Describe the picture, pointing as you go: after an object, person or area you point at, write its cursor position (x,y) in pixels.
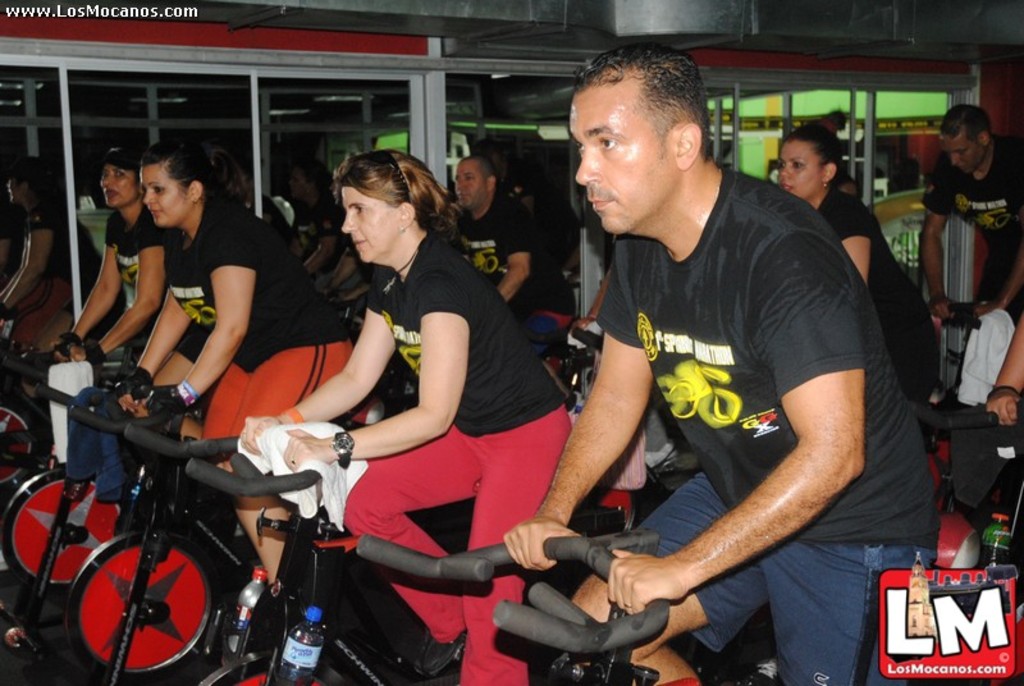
In this image I can see few people (671,516) are riding bicycles (270,610). I can see few bottles (312,606) and they are wearing different color dresses (508,392). Back I can see few glass doors (244,134).
